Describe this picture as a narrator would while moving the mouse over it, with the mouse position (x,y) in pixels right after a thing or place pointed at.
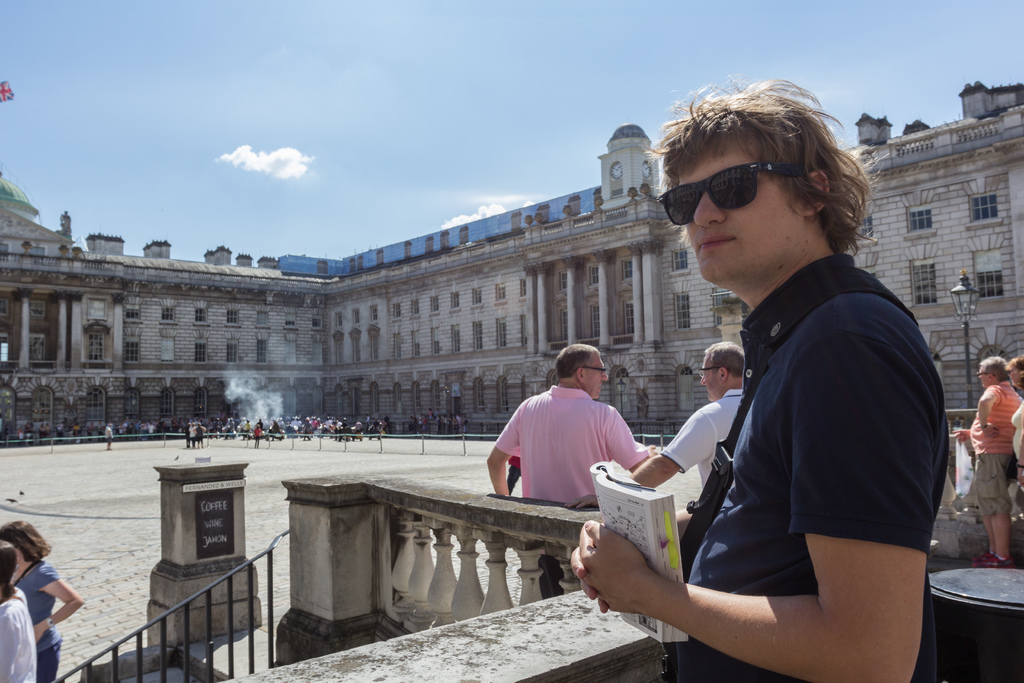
In the picture I can see people (576,427) are standing on the ground (669,488) among them the man (774,483) in the front (787,485) is holding an object (682,576) in hands (611,576) and wearing black color shades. In the background (334,401) I can see a building (386,387), smoke (266,417), pole lights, the sky (265,116) and some other objects (184,638).
